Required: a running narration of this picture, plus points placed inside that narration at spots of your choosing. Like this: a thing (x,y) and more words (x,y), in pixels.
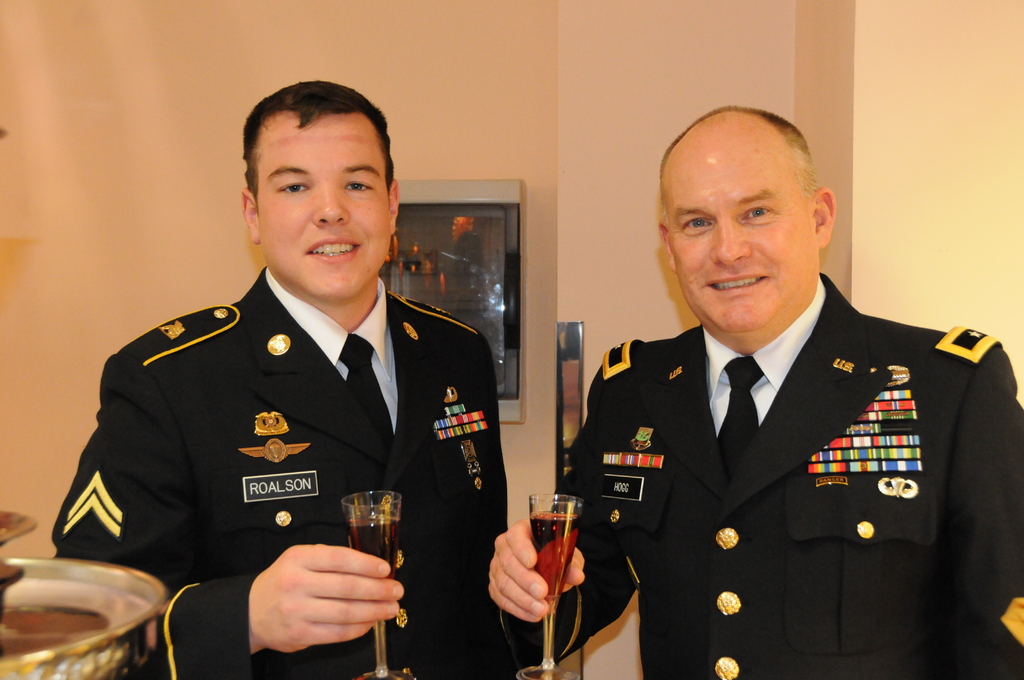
In this picture there are two men (622,400) in the center of the image (409,407), by holding juice glasses (389,527) in their hands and there is a box (460,237) in the center of the image (460,258), on the wall (534,307).
